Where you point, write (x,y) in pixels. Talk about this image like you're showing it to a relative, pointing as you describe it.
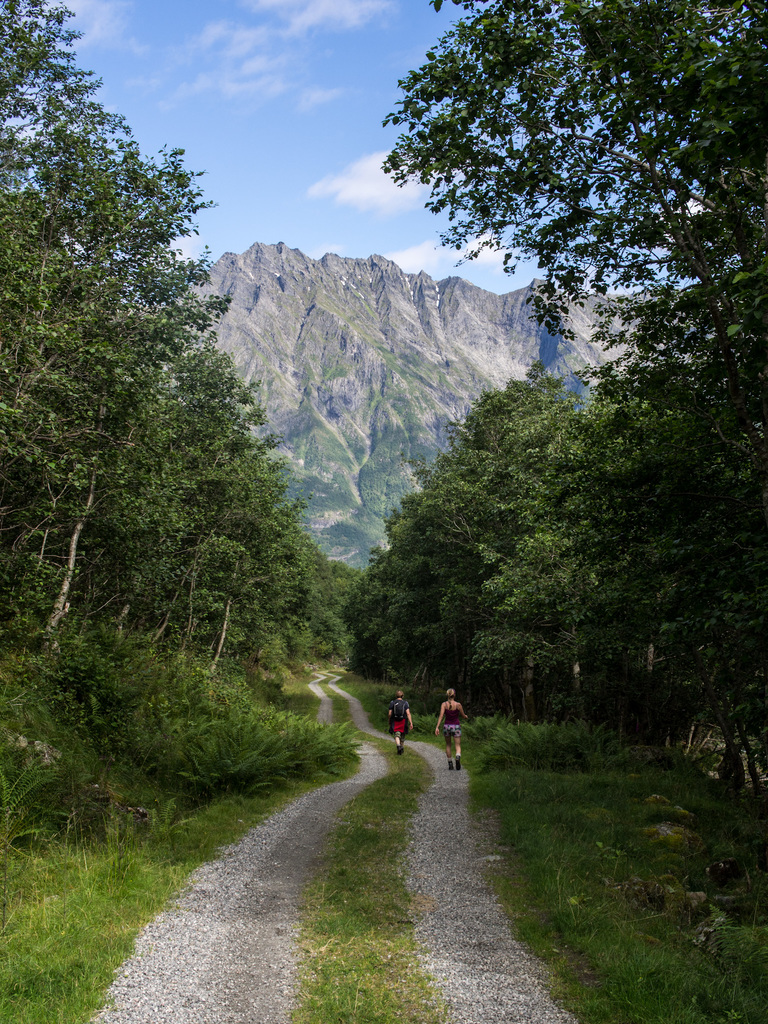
In this image there are two people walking on the path (291,822), there are trees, plants (158,693), grass (562,985), mountains (353,390) and some clouds (266,69) in the sky (315,166).
